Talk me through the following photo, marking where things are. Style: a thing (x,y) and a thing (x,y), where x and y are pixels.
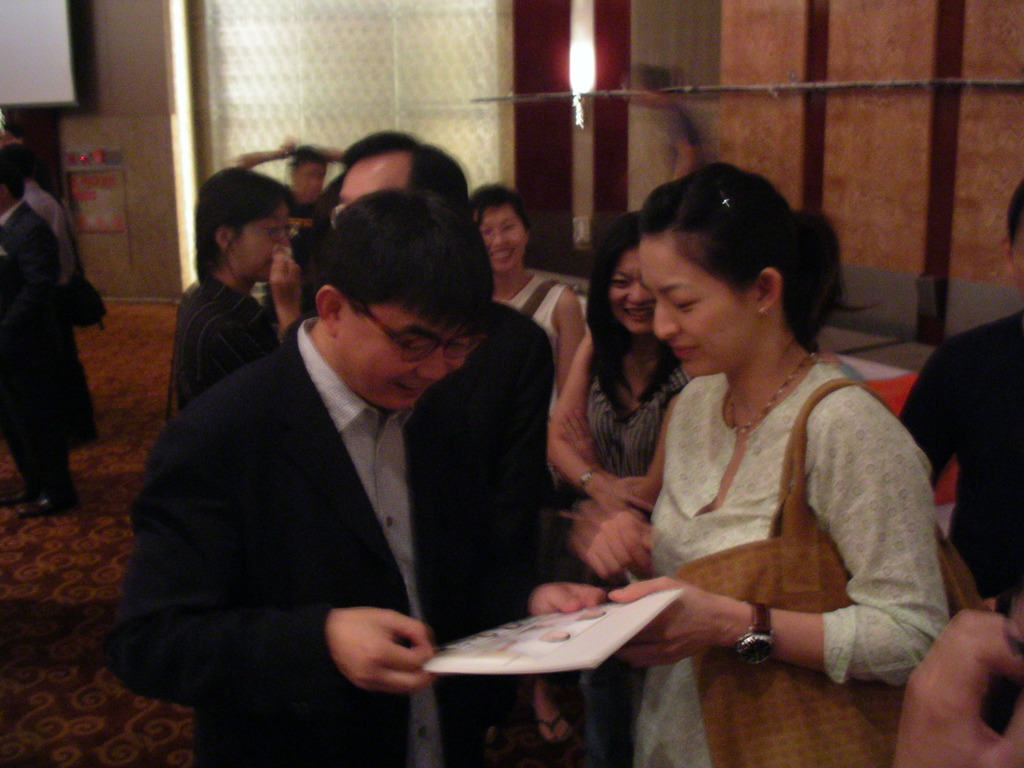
In this image I can see the group of people (450,438) with different color dresses (695,460). I can see two people (432,712) are holding the papers (472,653) and one person (665,638) wearing the bag (738,580). In the background (528,112) I can see the screen (41,99) and the wall (145,167).
